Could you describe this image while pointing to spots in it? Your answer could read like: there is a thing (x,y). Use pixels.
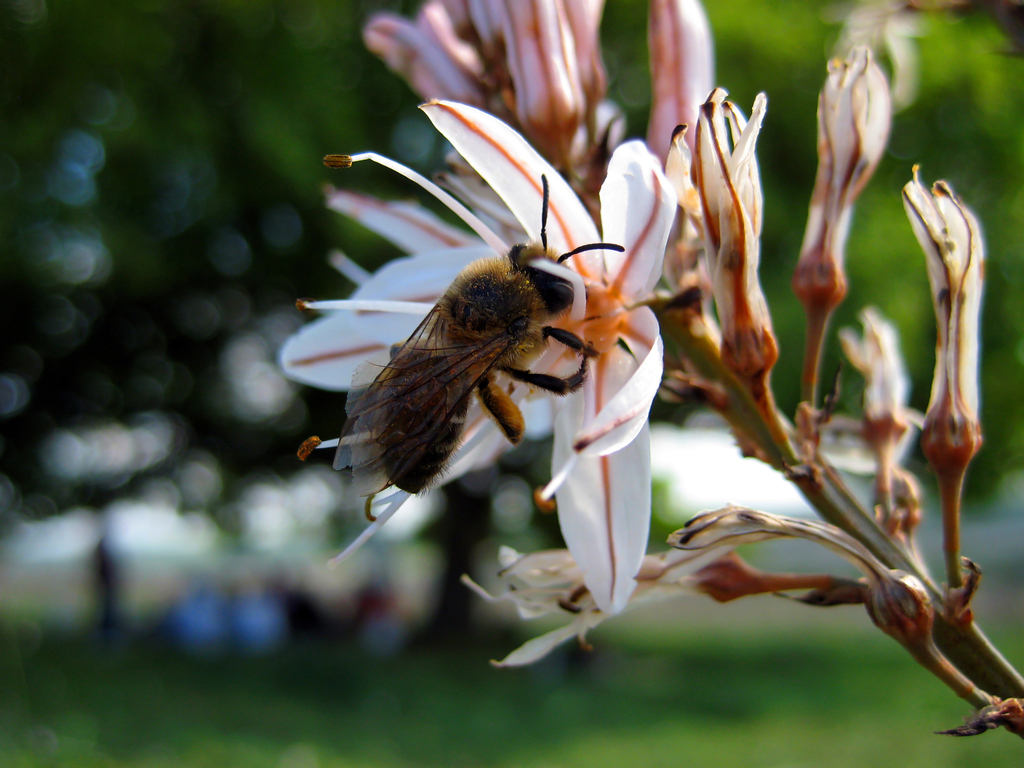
In this picture there is an insect (565,294) in the center of the image (588,442), on a flower (583,229) and there is greenery (596,628) in the background area of the image (476,477).
